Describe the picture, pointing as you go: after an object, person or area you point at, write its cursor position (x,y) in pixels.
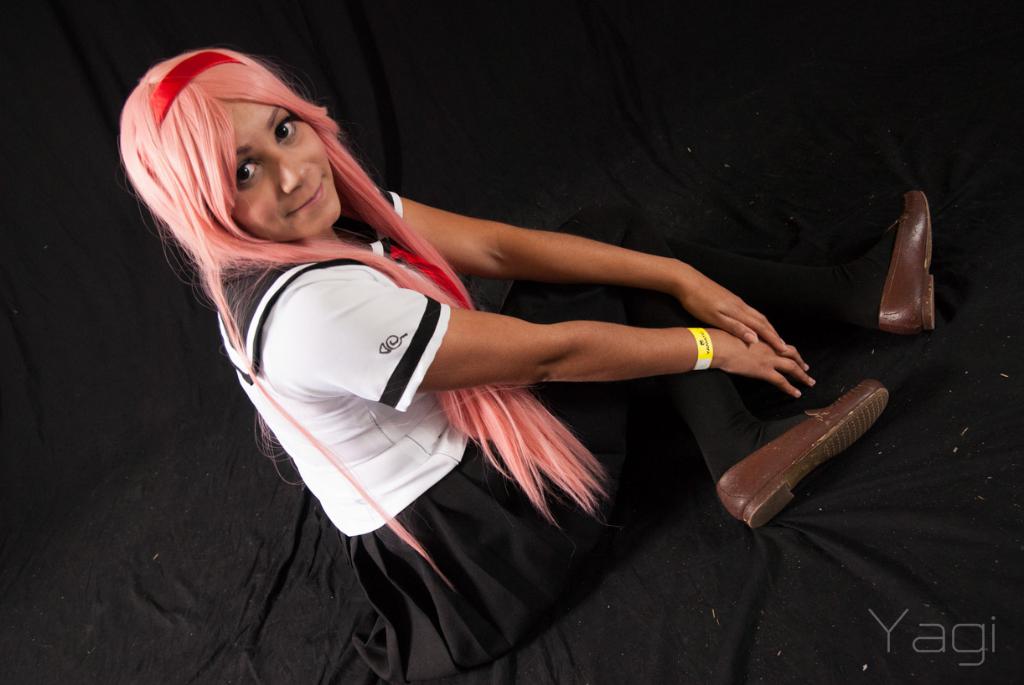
This image consists of a girl (430,396) wearing white and black dress (406,420) is sitting on the floor (841,529). At the bottom (602,643), there is cloth (751,663) in black color. The hair (179,166) is in pink color.
